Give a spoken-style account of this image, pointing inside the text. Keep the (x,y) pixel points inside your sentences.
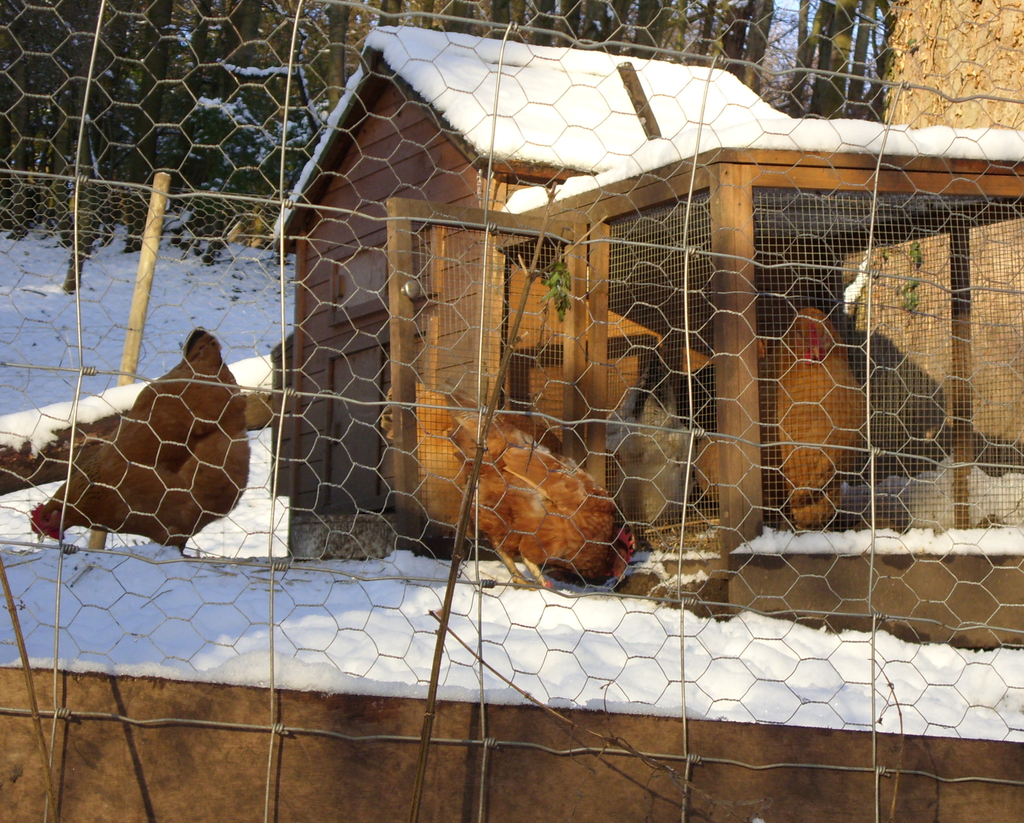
In the center of the image (635,384) there is a shed (914,587). In the foreground (662,649) we can see a mesh (478,814). On the left (155,487) there is a hen (168,476). In the background (718,17) there are trees (924,21) and snow (45,301).
